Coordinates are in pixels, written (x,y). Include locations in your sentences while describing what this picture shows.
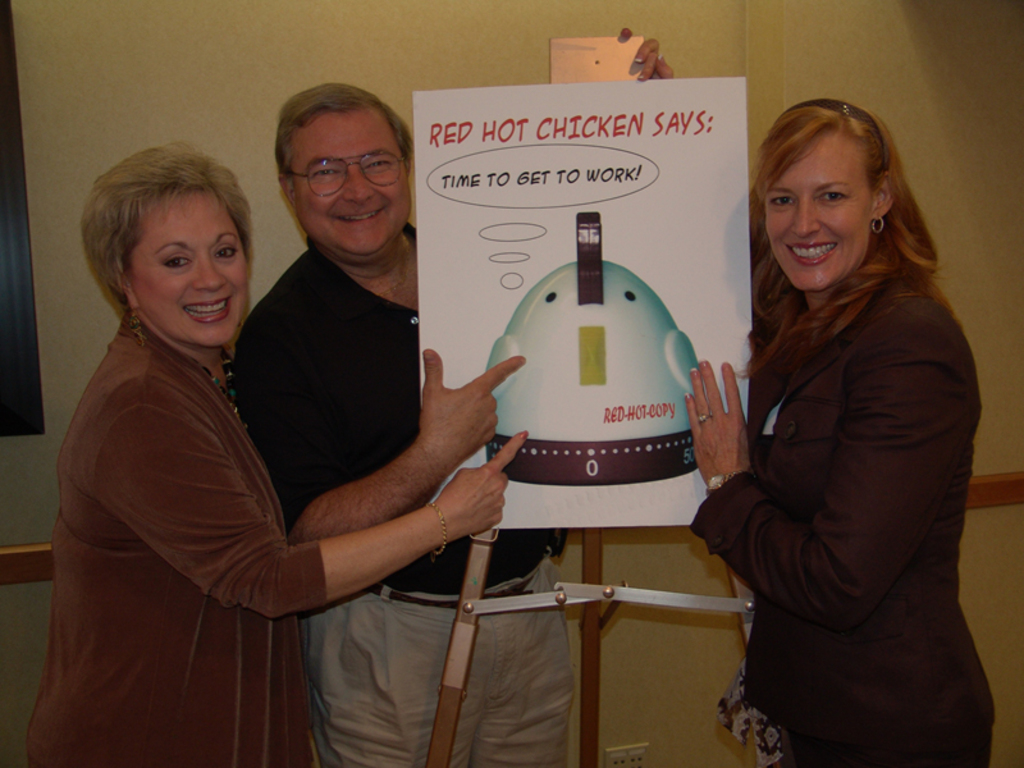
In this picture there are people (122,365) standing and we can see board (632,186) on stand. In the background of the image (438,31) we can see wall (179,70).
